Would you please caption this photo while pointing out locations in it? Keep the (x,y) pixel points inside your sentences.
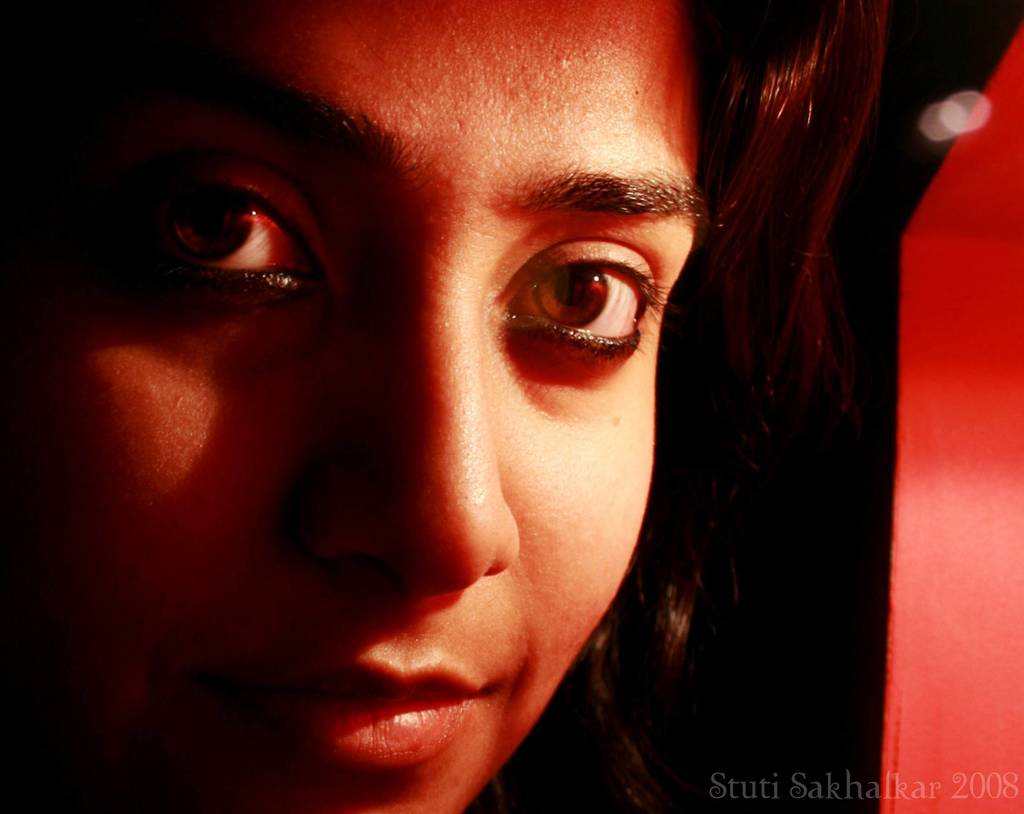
In this image we can see face (411,488) of a lady (505,546). In the right bottom corner (806,795) there is text (942,773).
